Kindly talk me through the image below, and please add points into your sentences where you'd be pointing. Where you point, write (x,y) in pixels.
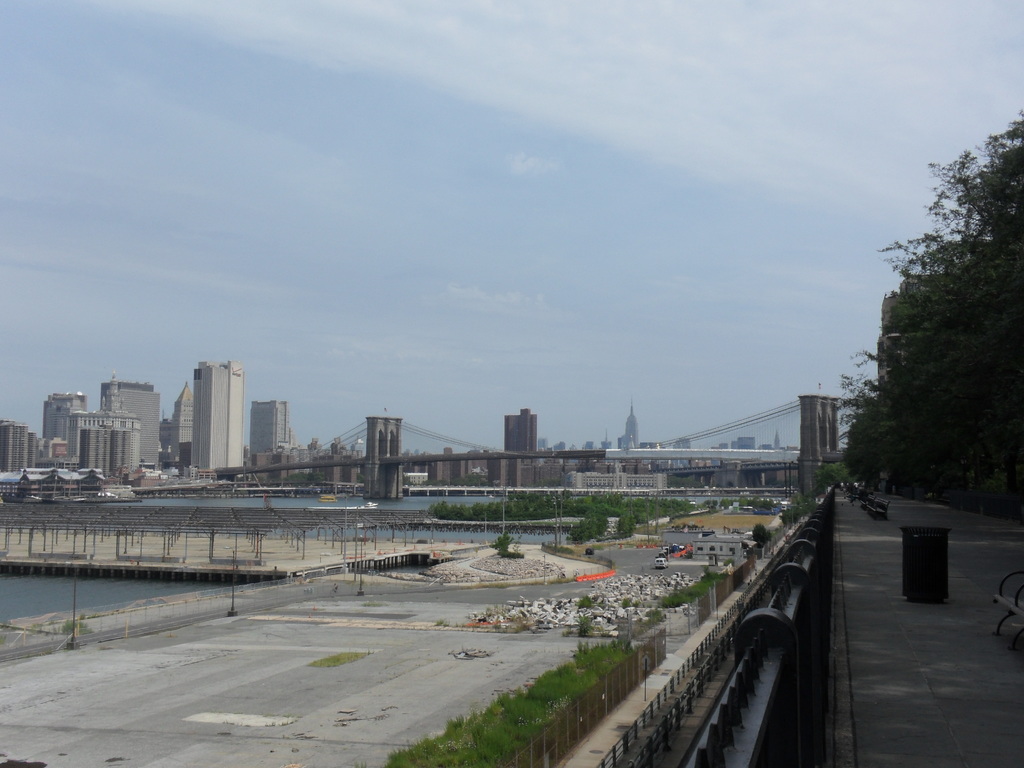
This image is clicked on a promenade (863,535), there are trees (950,475) on the right side (951,467), on the left side (187,437) there is a city (138,441) with many buildings (242,448) all over it and a bridge (390,490) in front of it and above its sky (578,162) with clouds (880,2).
